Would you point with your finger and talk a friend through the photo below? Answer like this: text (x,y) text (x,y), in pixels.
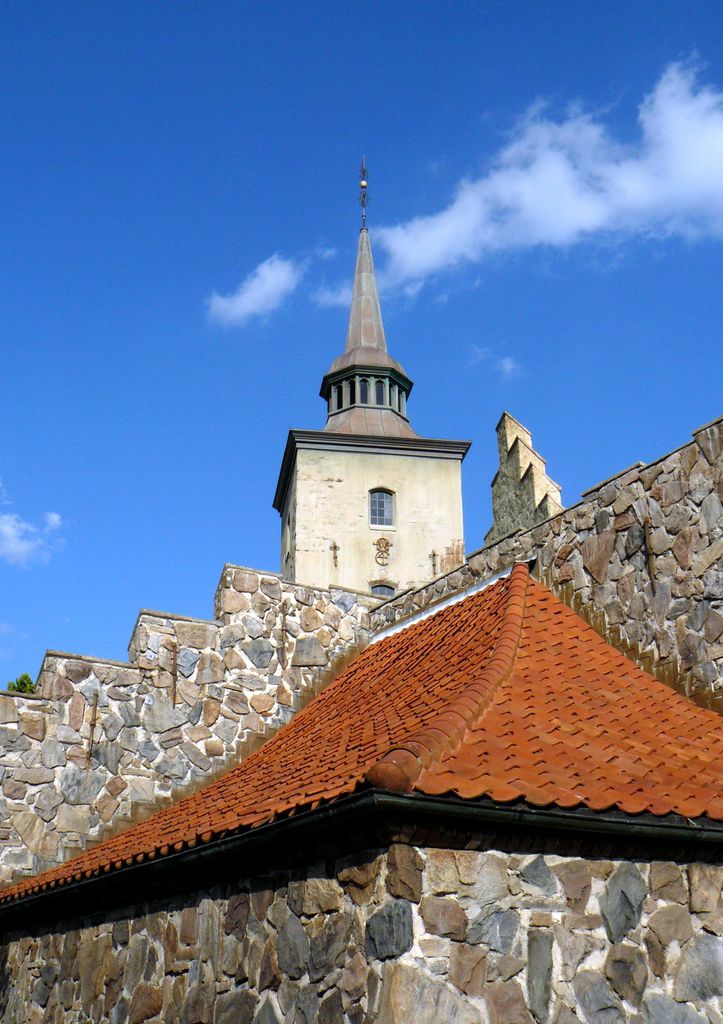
In this image I can see a building (328,978) in brown and cream color. Background (110,323) I can see the sky (109,309) in blue and white color.
